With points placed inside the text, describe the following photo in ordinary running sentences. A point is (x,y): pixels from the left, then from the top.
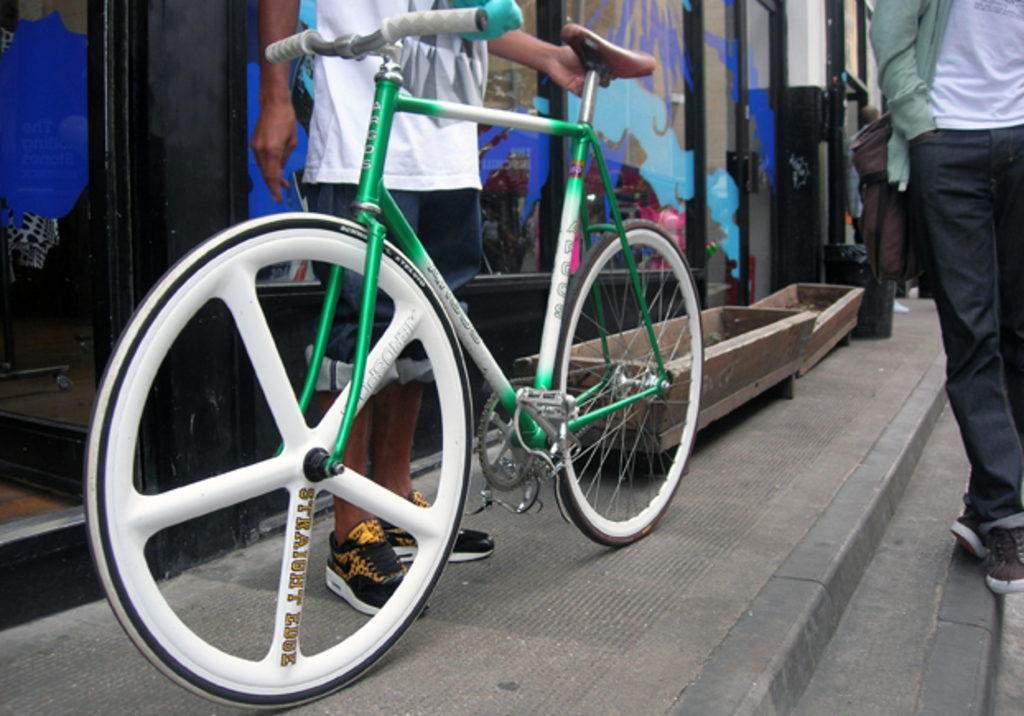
In this picture I can see there is a bicycle (378,626) and there are few people (490,51) standing and there is a glass door (606,98) in the backdrop (483,168).
